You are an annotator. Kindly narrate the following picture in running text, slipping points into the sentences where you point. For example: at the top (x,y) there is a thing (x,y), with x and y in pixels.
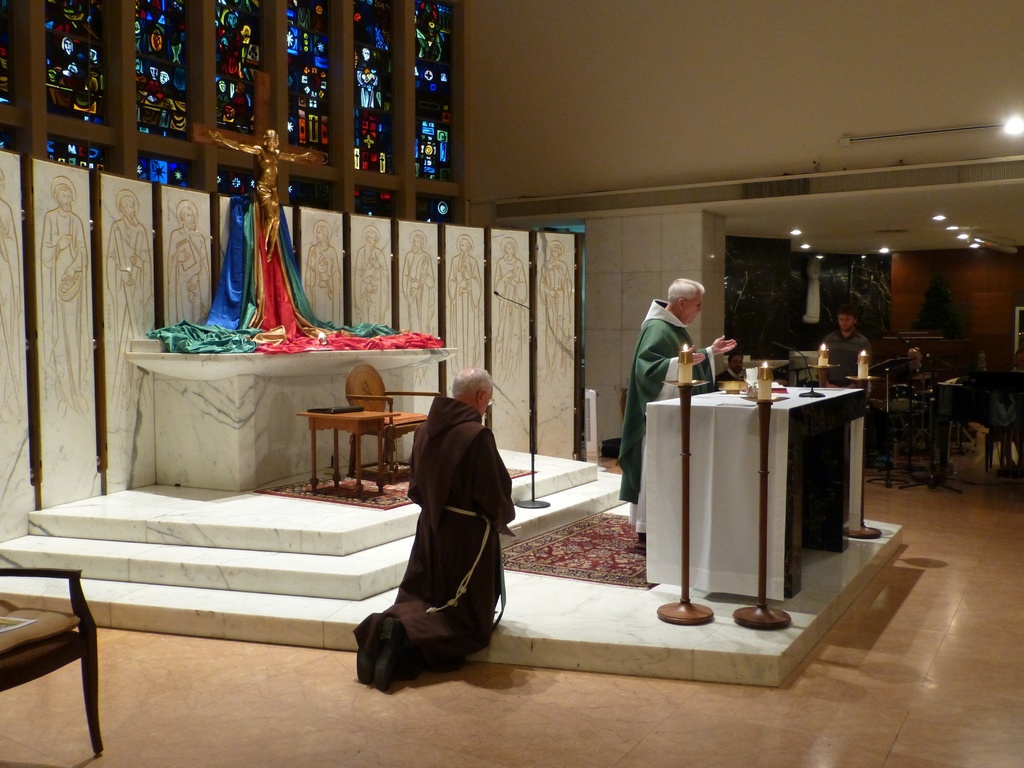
In this picture we can see the inside view of a church (475,318). Here we can see some persons (660,353) on the floor (980,659). This is chair (51,611) and there is a table (818,488). Here we can see some musical instruments (938,400). On the background (753,118) there is a wall (676,119). And these are the lights (1018,126).
